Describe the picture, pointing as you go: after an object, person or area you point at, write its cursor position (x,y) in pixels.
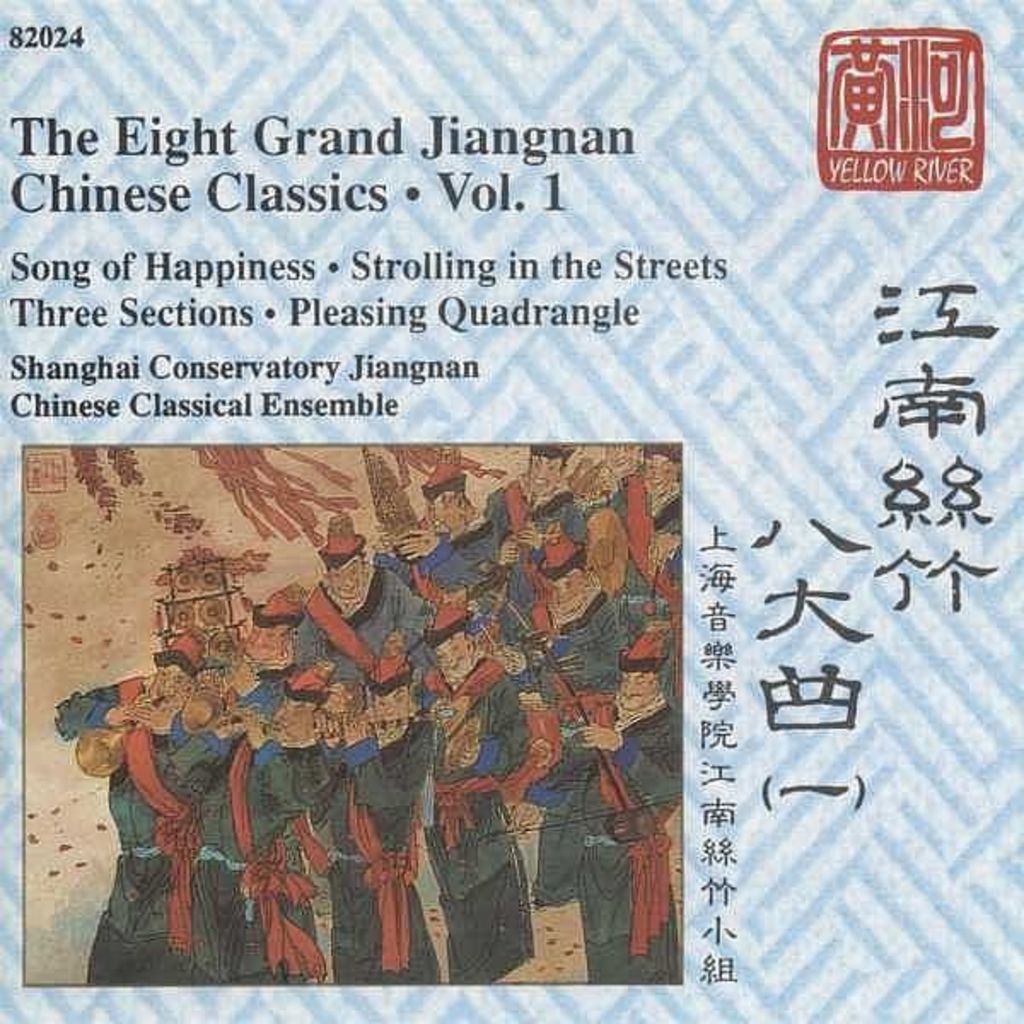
In this image we can see a poster (581,294) with text (377,198) and an image (429,676).
